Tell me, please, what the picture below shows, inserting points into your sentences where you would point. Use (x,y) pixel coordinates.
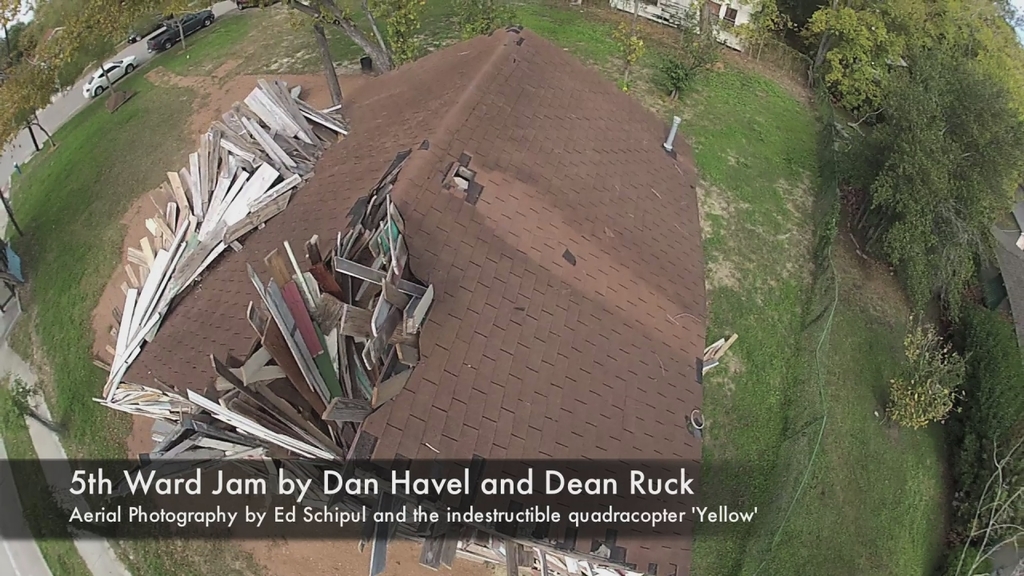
In this image we can see a house (568,363) with a roof (416,409), wooden pieces (357,357), grass (721,426), some plants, a group of trees (969,170), some vehicles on the ground (238,553) and the sky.
